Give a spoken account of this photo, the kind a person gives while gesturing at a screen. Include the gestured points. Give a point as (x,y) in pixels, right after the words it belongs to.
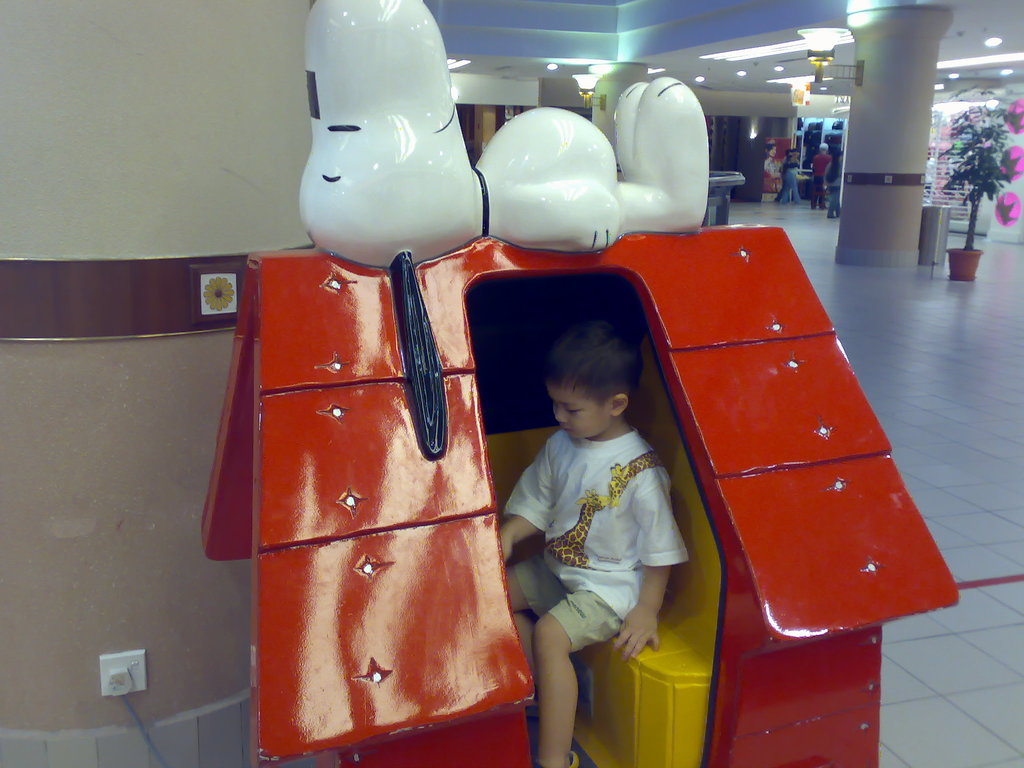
In this picture, we see the boy (603,495) in the white T-shirt (590,506) is sitting on the yellow colored stool like structure (672,669). It looks like a hut (451,678) and it is in red color. On top of it, we see the toy (486,181) in white color. Behind that, we see a pillar (128,330) and the plug (112,655). On the right side (970,259), we see the plant pot (959,268), garbage bin (930,231) and the pillar (875,175). We see the people (834,187) are standing. In the background (735,103), we see the wall (517,88). At the top (634,63), we see the ceiling (775,78) of the room (970,34).
